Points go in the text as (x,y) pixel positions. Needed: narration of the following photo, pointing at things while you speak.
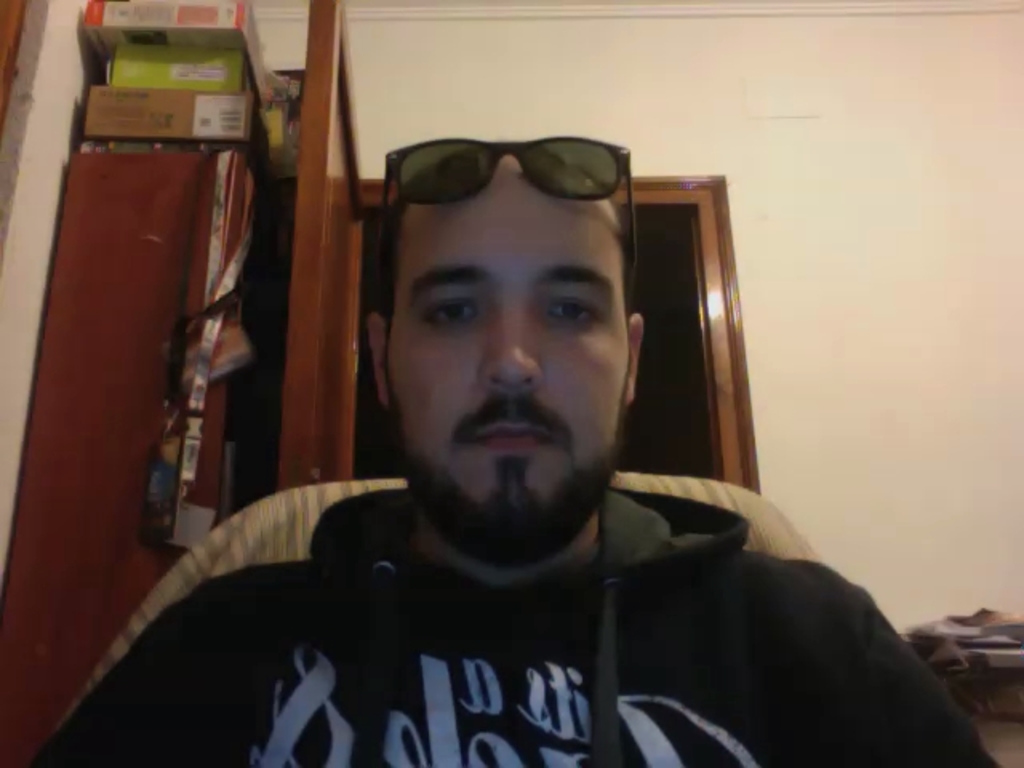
This is the man (440,641) sitting. This looks like a wooden door (331,447). These are the tags (187,509), which are hanging. I can see the cardboard boxes (205,127), which are placed above the wooden cupboard (194,159). Here is the wall (903,349). On the right side of the image (972,689), I can see an object (974,657).
